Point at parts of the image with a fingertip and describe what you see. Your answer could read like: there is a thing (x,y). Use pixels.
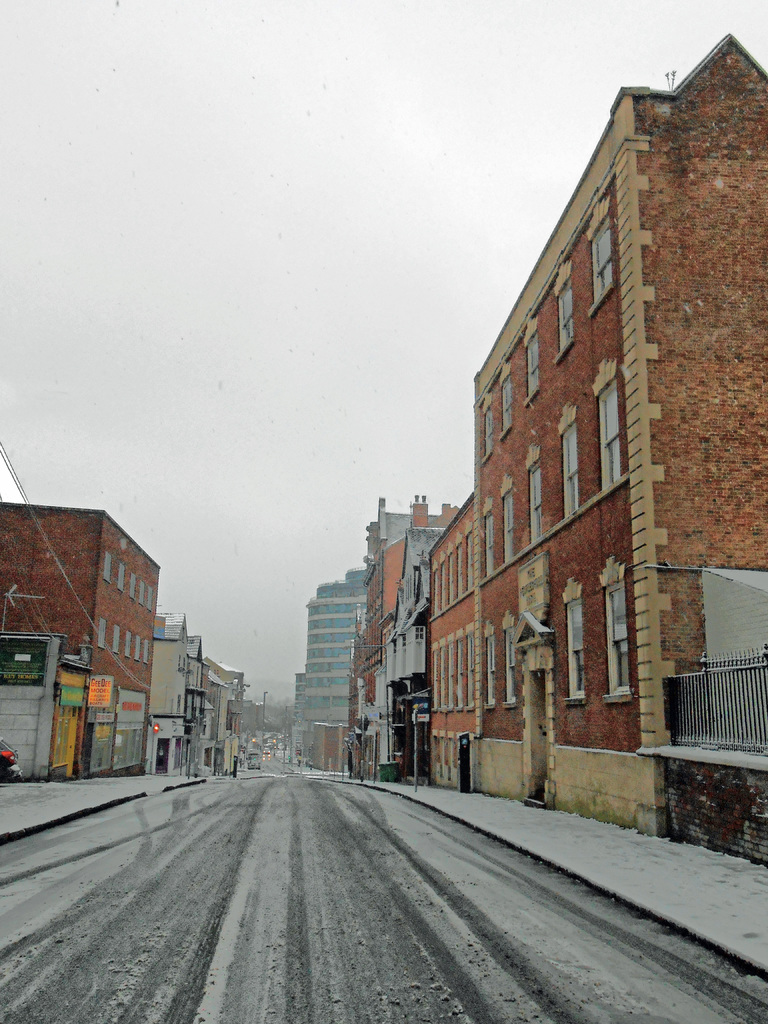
In this image there is a road (277,847) in the middle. On the road (315,800) there is snow (381,813). There are buildings (323,659) on either side of the road (402,839). At the top (253,339) there is sky (240,652).
